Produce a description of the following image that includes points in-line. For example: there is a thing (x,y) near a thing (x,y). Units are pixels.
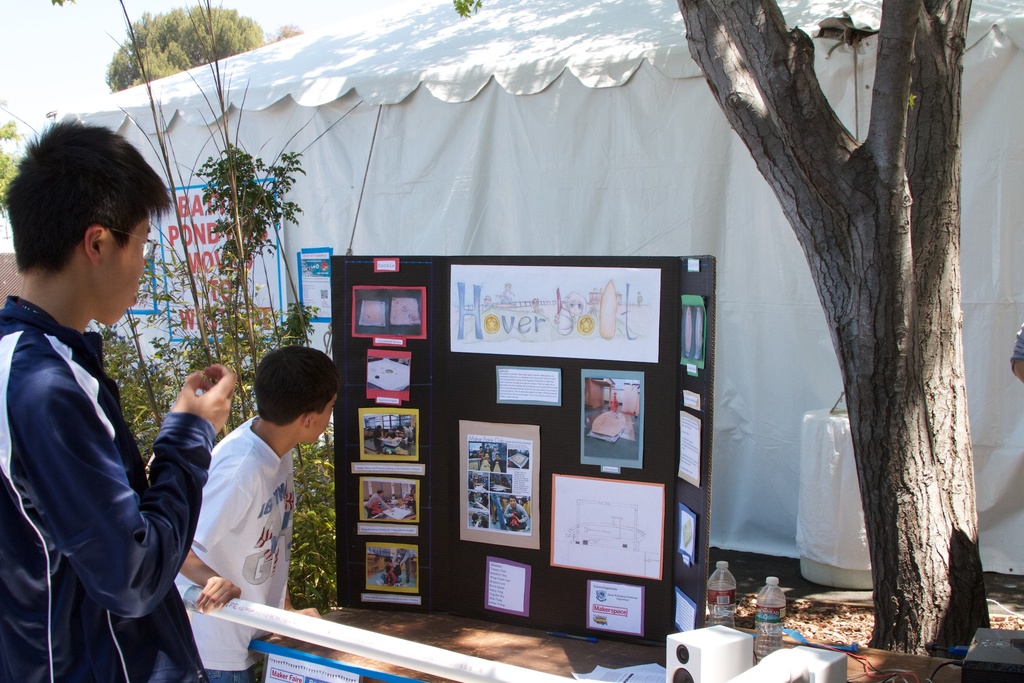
In this image there are two people (173,434) standing and looking at a board (450,371) with some photographs (597,438) in it. In the background of the image (752,466) there are bottles (770,639) of water (710,601), some objects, trees (890,115), plants (163,396), and a tent (783,347) with a banner (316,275) on it.
